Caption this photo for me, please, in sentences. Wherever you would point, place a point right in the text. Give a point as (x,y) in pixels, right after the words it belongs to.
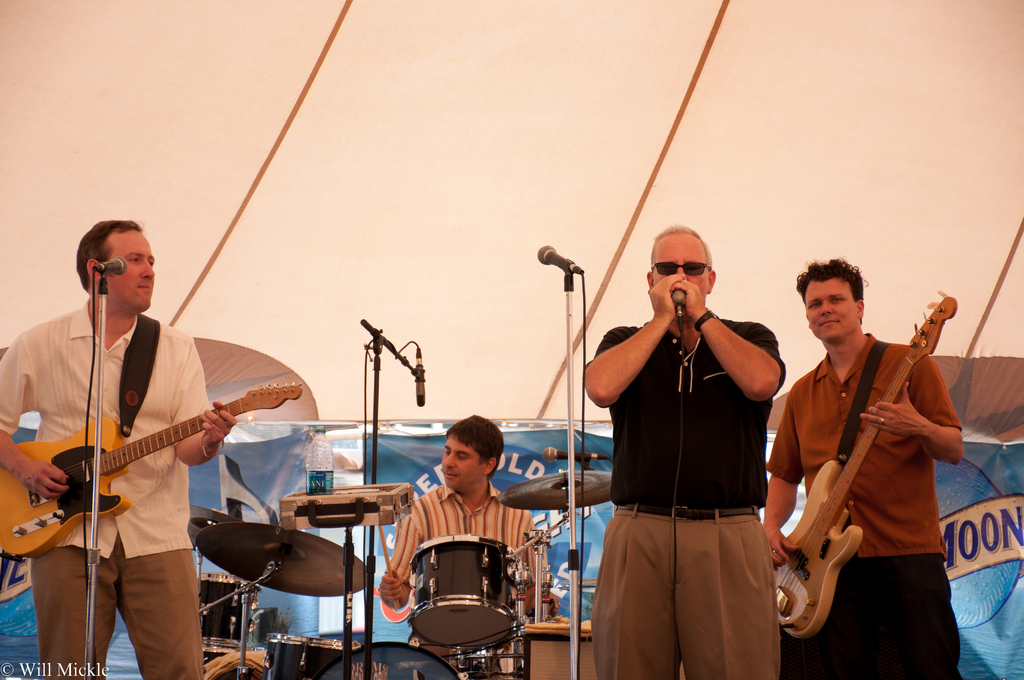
In this picture we can see three persons (611,334) standing in front of mike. Two are playing guitar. On the background (395,588) we can see a person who is playing drums (465,568). This is tent (437,138) and there is a banner (504,453).
